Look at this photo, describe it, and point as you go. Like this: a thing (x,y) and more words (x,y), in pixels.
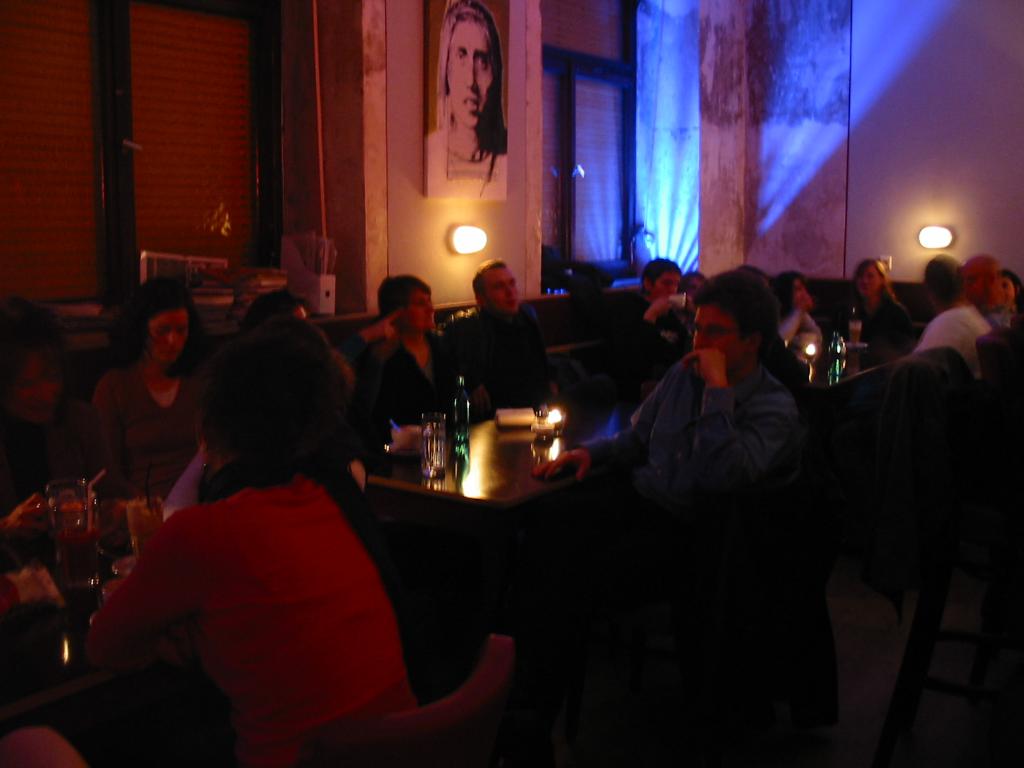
In this image in the middle (523,436), there are bottles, book (505,420), table (487,506). On the right (781,445) there are many people (714,502) sitting on the chairs (812,508). On the left (221,450) there are many people (232,468), tables (104,514), lights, photo frame (488,189), window (573,207), wall (710,197).
